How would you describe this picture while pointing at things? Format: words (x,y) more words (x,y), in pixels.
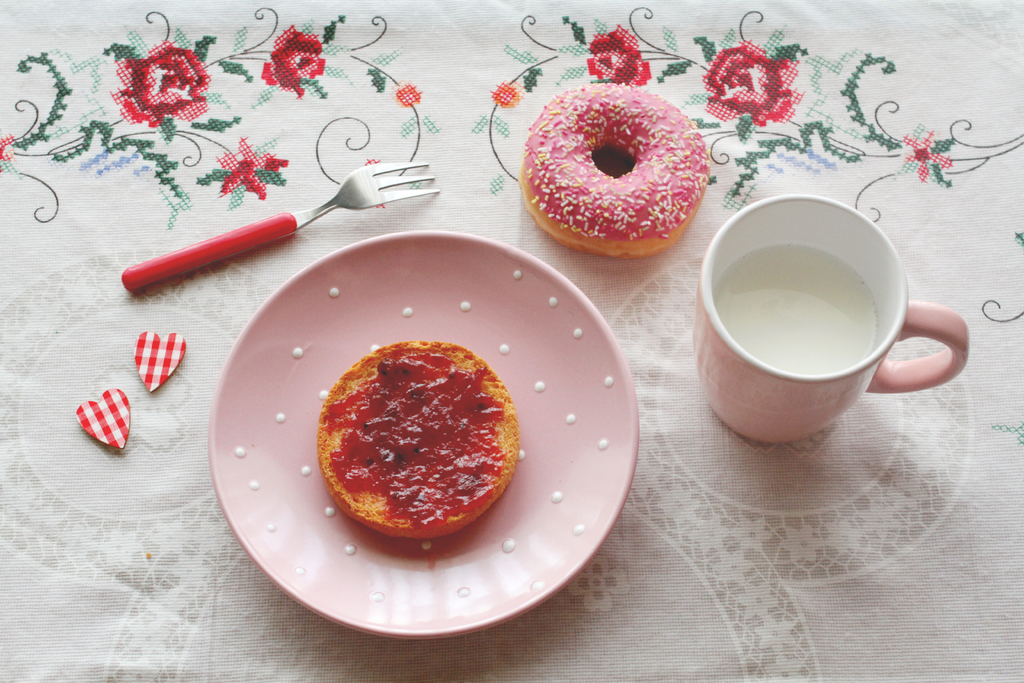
This is table (27,496). On the table (825,587) there is a cloth (955,568), fork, doughnut (636,134), cup (849,399) with milk (794,354), plate (587,489), and food (387,501).
